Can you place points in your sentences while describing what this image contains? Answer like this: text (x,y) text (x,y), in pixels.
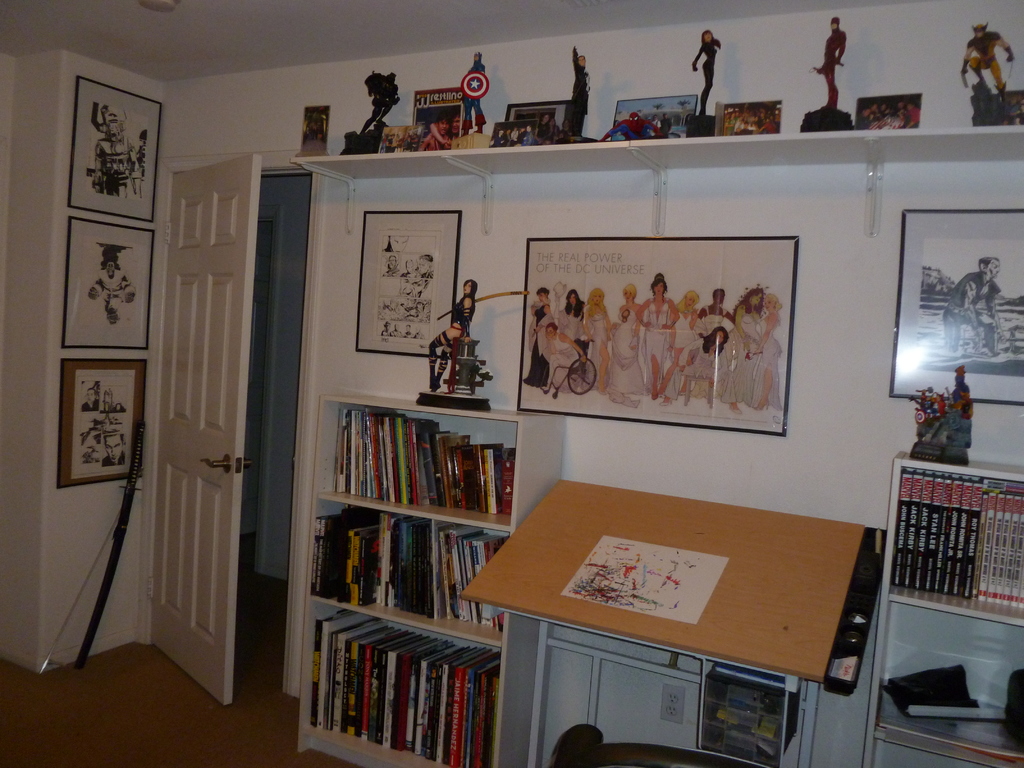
In this picture I can see there is a sword (101,590) placed here at left side (93,612), there are few photo frames (621,325) arranged on the wall (651,466), there is a door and on to right (740,587) there is a table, there are few books (420,551) arranged in the book shelves (480,517) and there are few more photo frames (536,115) and statues (395,77) placed on the wooden shelf (604,148), it is at the top of the image (758,144).
